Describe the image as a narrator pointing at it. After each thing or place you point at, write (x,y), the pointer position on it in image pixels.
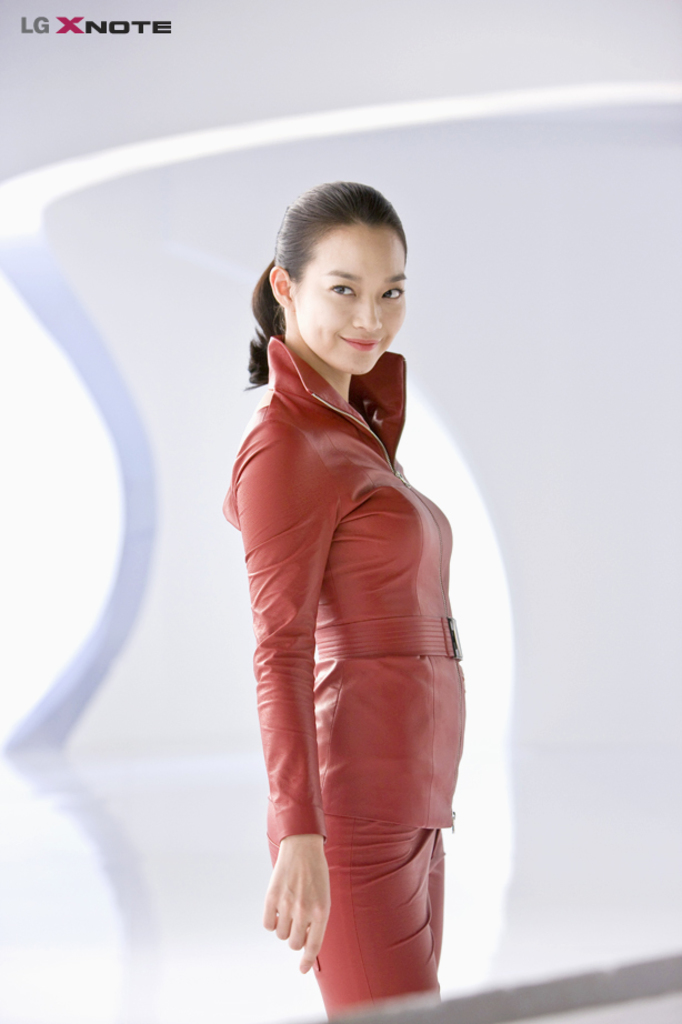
In this image I can see a woman (324,449) is standing in the front (289,256). I can see she is wearing the red colour dress (385,516) and I can also see smile on her face (334,298). On the top left side of the image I can see a watermark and in the background (43,543) I can see a white colour thing (167,746).
